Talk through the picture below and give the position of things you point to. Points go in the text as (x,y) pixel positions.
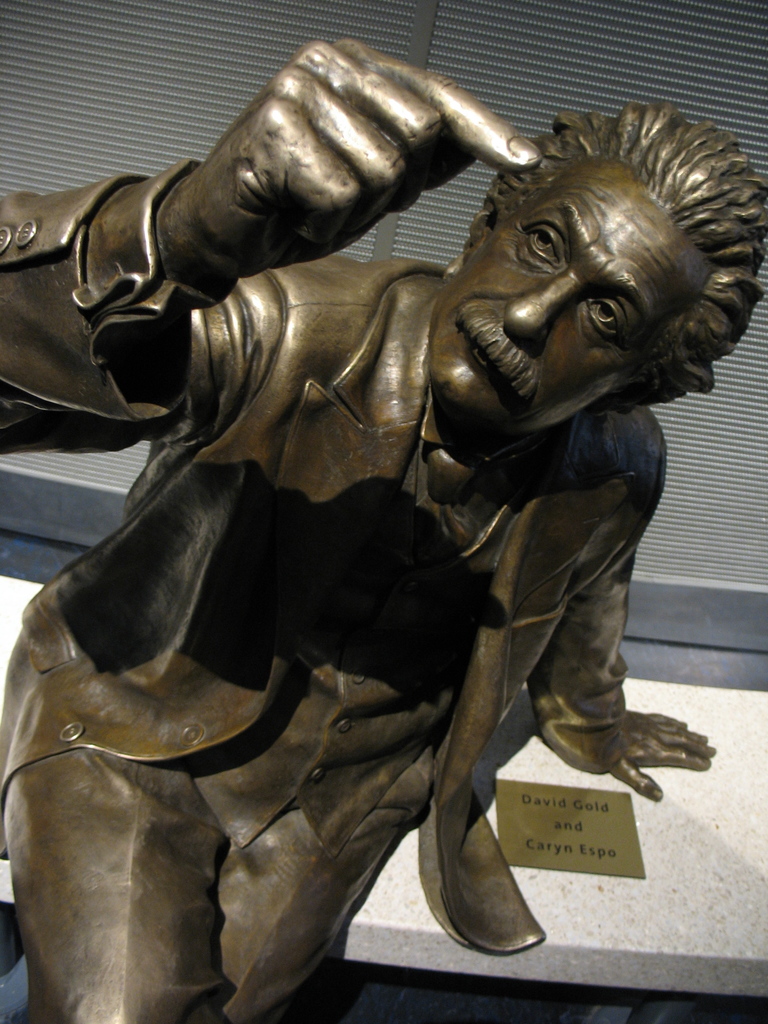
In this picture I can see there is a statue (248,537) of a man (178,727) and he is wearing a coat (258,630), there is a name board (543,826) here and in the backdrop (257,27) there is a curtain (72,102).
